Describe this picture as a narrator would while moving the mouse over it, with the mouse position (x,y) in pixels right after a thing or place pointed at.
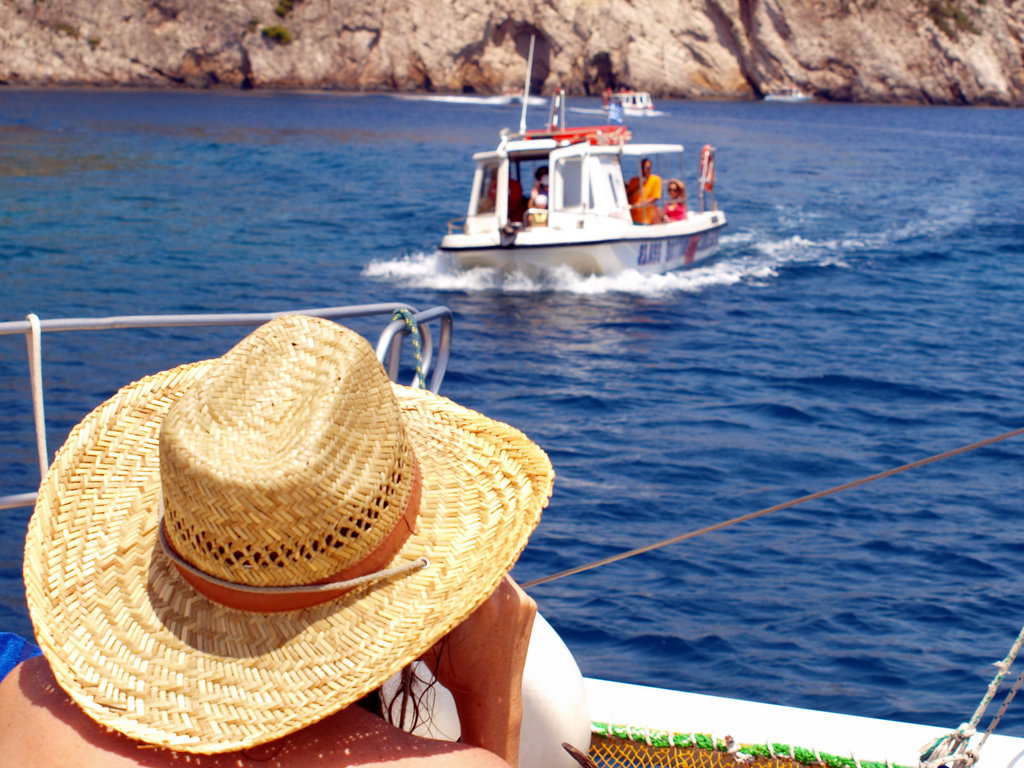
In this image I can see a boat (625,218) in white color and the boat (489,237) is in the water (634,283). I can also see group of people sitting in the boat (570,218), in front (120,661) I can see a cap (70,628) in cream color. Background (123,23) I can see the rock (417,48) in brown color.
